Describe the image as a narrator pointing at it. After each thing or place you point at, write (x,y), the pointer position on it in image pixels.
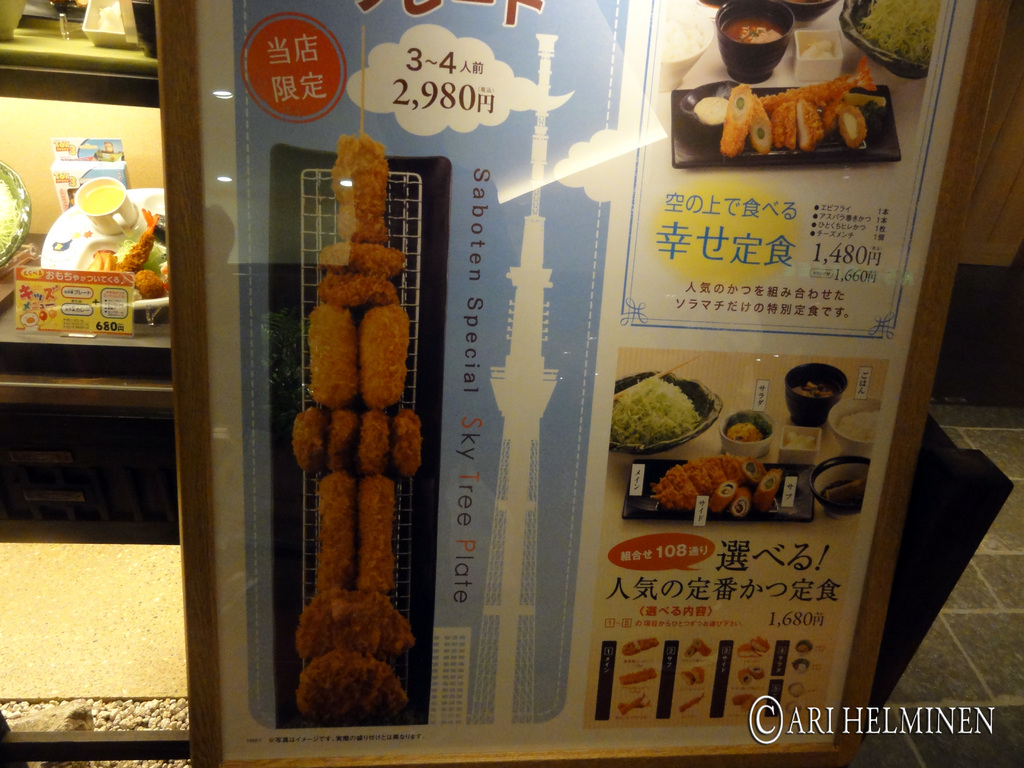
In this picture we can see a poster (473,529) on a surface (188,296), here we can see a grill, food items (366,488), bowls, some objects (519,409), some text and some numbers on it and in the background (128,391) we can see a floor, plate (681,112), cup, wall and some objects (918,610).
